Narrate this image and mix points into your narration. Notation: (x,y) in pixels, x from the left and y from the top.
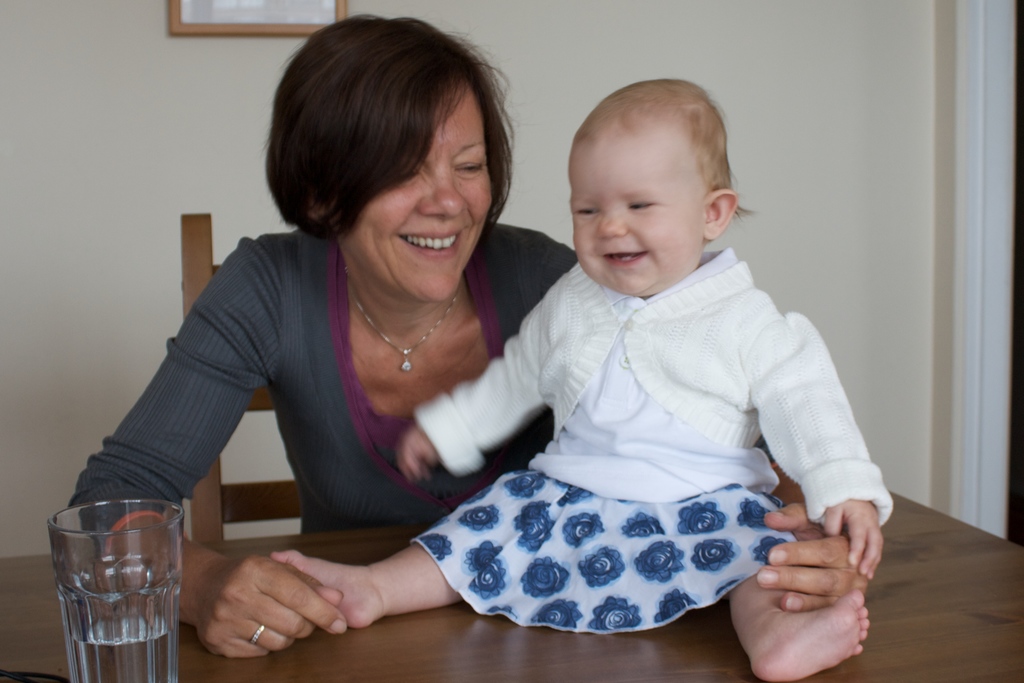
In this image, we can see a lady (391,304) smiling and sitting on the chair (293,483) and there is a baby (607,479) sitting on the table (488,637) and we can see a glass (127,595) on it. In the background (174,17), there is a frame (233,15) placed on the wall (156,87).
